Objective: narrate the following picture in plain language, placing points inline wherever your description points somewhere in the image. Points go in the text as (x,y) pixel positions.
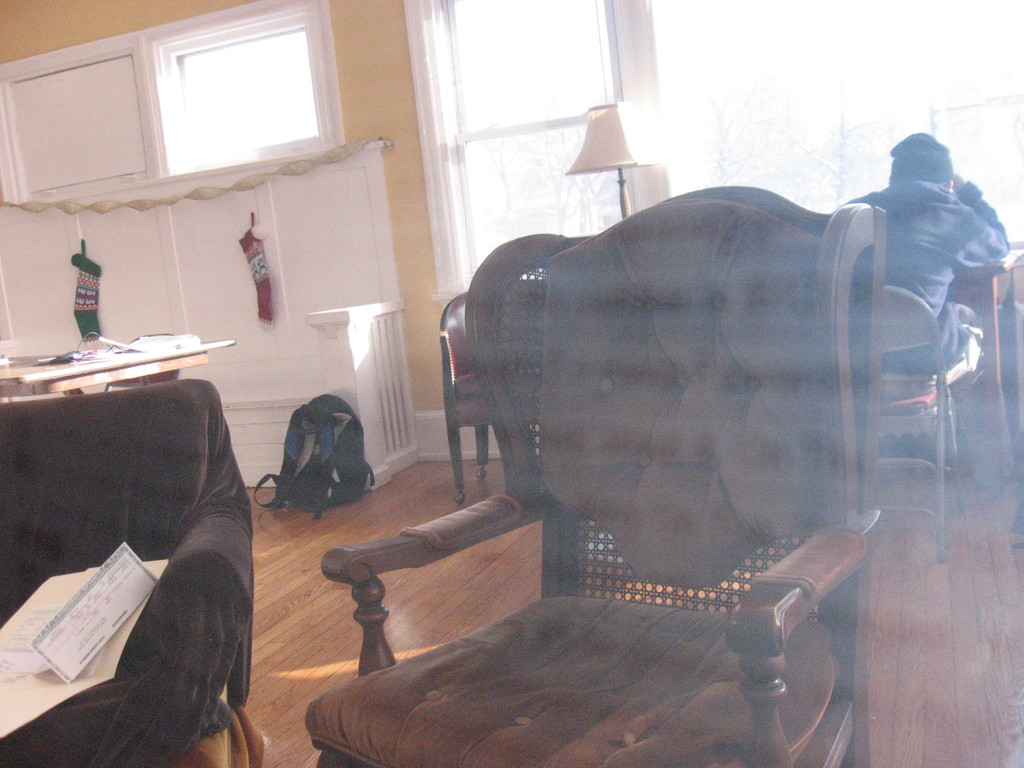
This is chair (474,644) and couch (192,605). On this couch (178,625) there are papers (116,670). Far there is a table (137,362), on this table (91,372) there are things (93,352). On floor (299,554) there is a backpack (291,461). This person (955,322) is sitting on a chair (920,338). Beside this table (974,281) there is a lamp (603,148).
